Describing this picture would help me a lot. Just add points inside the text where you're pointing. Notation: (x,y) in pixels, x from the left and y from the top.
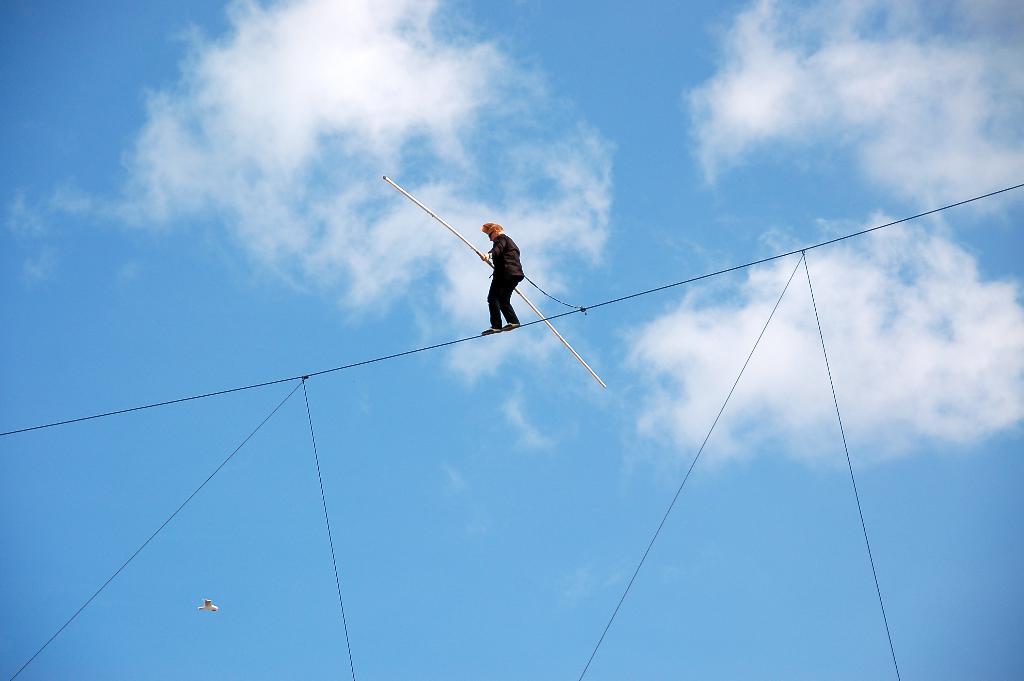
In the image we can see a person (493,285) wearing clothes (491,305) and holding a long stick (489,264) in hand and the person (504,306) is walking on the rope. Here we can see a bird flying and the cloudy pale blue sky (179,270).
